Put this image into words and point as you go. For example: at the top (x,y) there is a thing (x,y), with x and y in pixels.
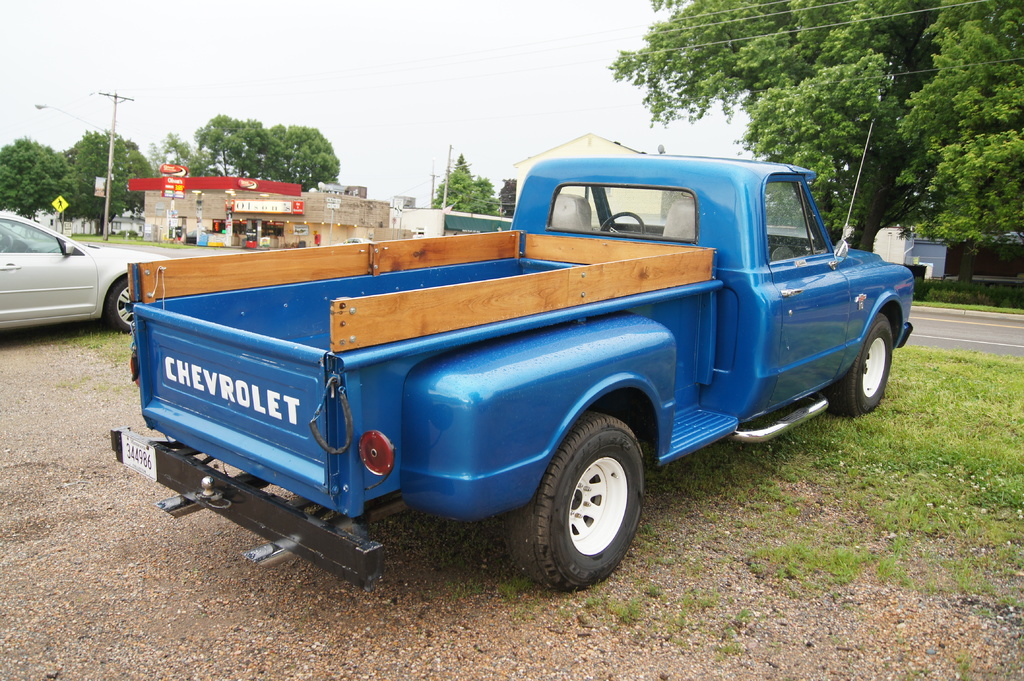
In this picture we can see vehicles (129,303) on the ground (828,595), here we can see buildings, trees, name boards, electric poles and some objects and we can see sky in the background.
